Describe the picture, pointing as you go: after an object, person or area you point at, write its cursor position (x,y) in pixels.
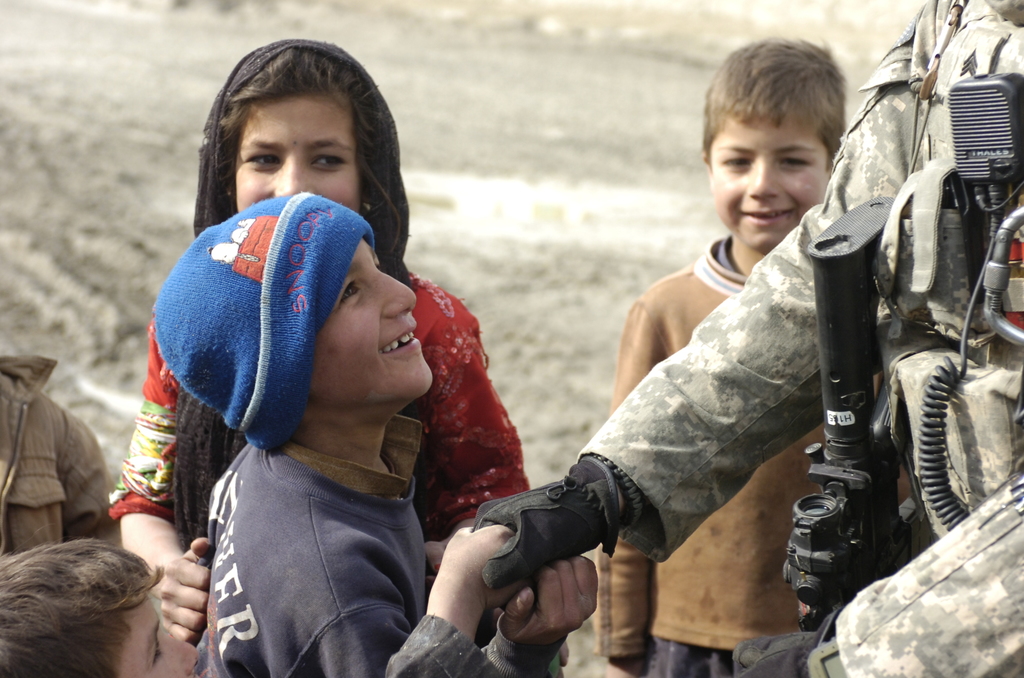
In this image we can see people (519,451) standing on the ground (16,328).
